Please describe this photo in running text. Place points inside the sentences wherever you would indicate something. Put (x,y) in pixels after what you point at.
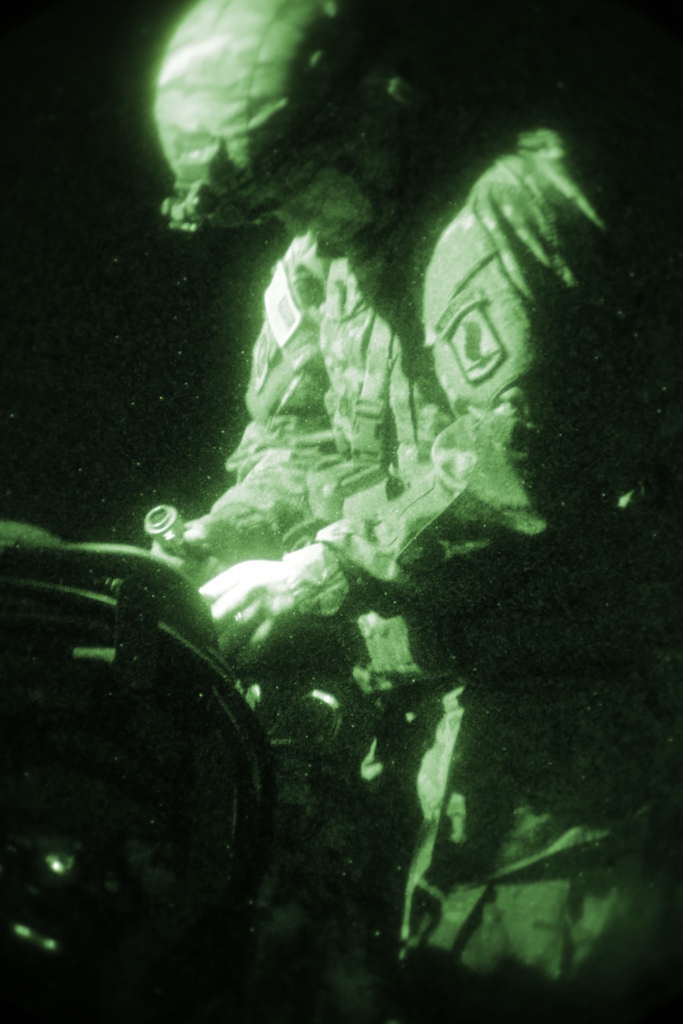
In this image we can see a person (439,745) and the person (221,552) is holding an object (92,595). On the left side (41,772), we can see an object (134,624). The background of the image is dark.
